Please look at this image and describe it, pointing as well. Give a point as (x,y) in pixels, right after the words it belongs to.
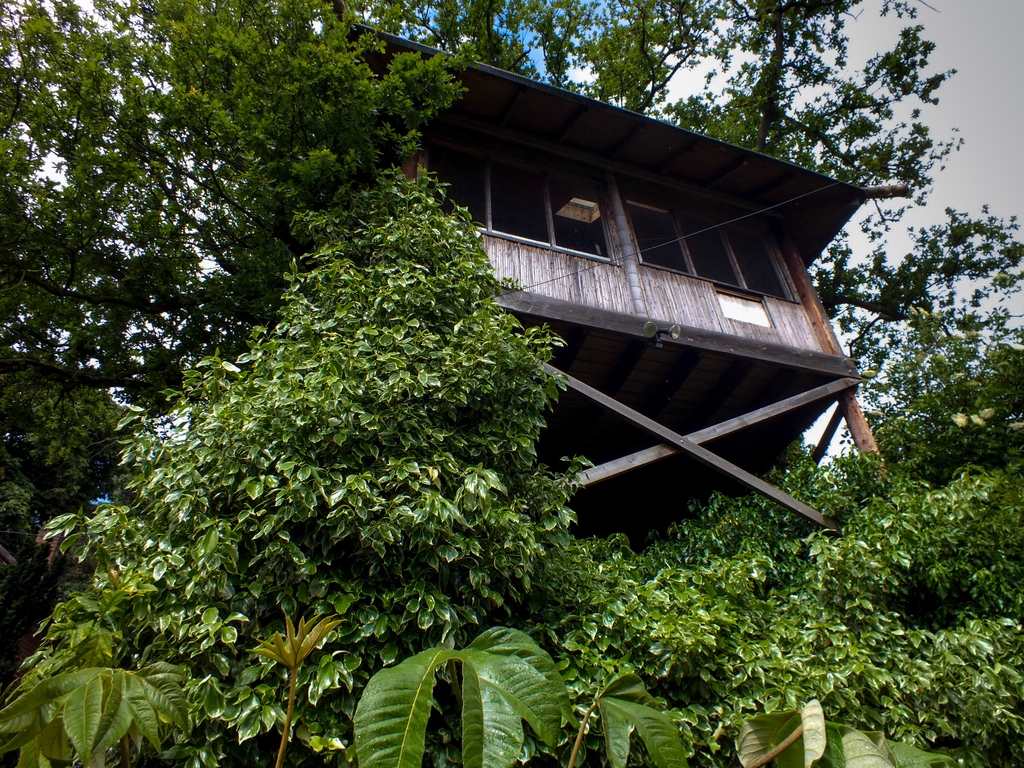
In this image there is a wooden house (691,311) covered with many trees (472,336). There is sky (1006,20) with clouds (960,65).
